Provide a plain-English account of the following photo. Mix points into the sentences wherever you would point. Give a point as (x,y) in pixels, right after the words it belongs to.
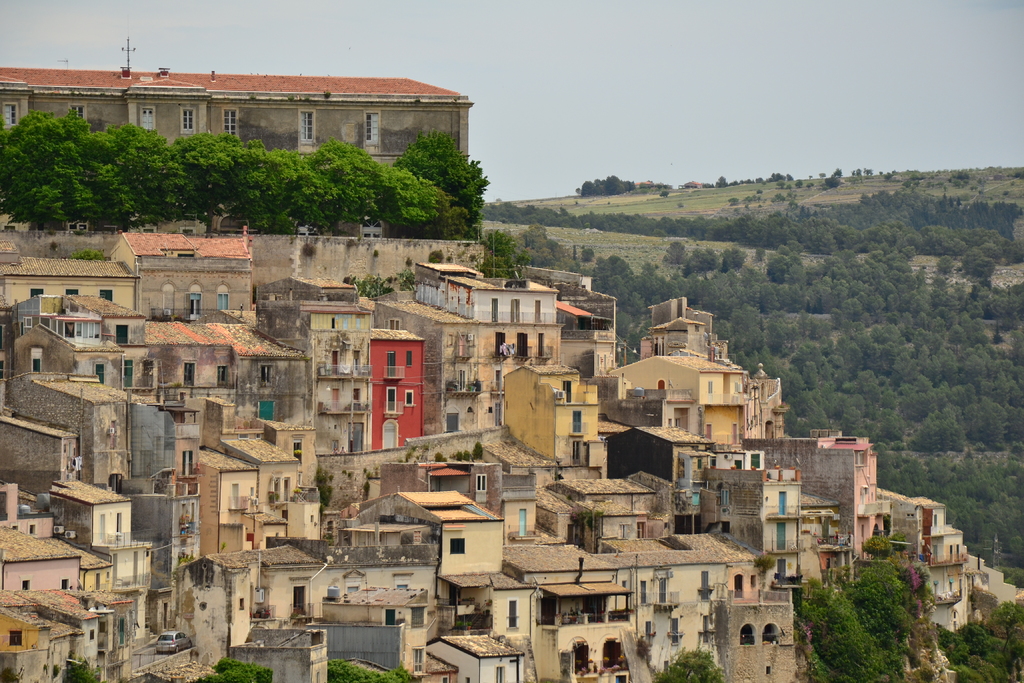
This picture is clicked outside the city. Here we see many buildings (527,368) and behind that, we see many trees (216,170). Behind the trees (150,138), we see a building (267,88) with red roof (252,86). On the right corner of the picture (874,270), we see many trees (856,351) and grass (626,236) and on top of the picture (699,61), we see sky (665,68).
